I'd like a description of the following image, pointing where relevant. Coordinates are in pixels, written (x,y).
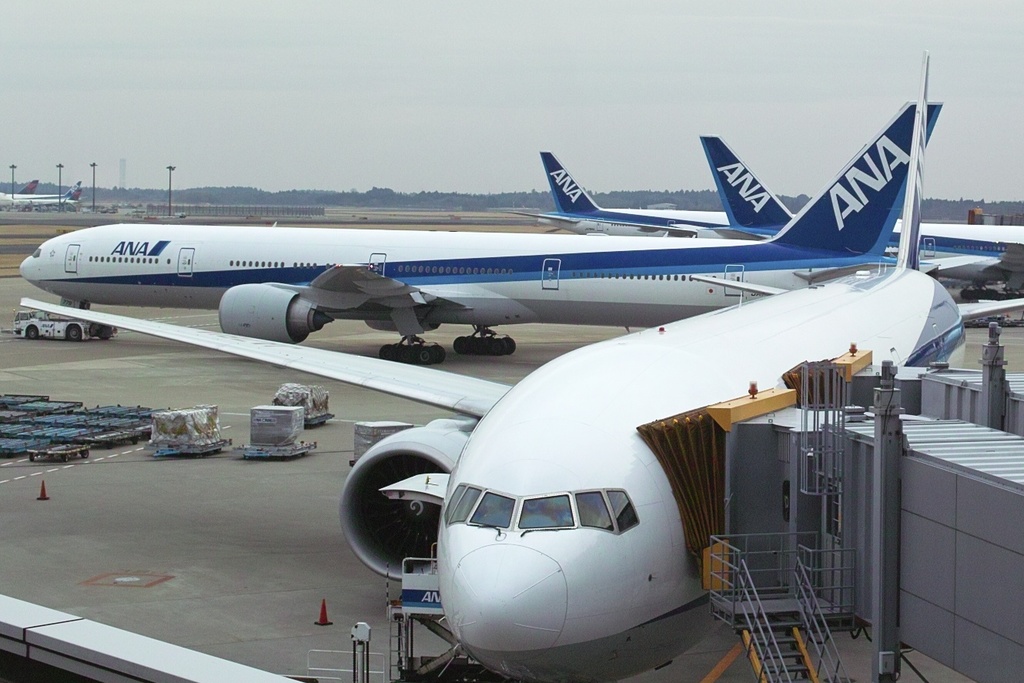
In this image I can see many aircrafts (69,258). To the right (728,584) I can see the stairs (754,587), railing (748,571) and the grey color object (883,464). To the left (199,444) I can see many trolleys (186,452) and few objects (215,423) on the trolleys (161,455). In the background (223,212) I can see many poles (14,181), railing (239,214), trees (236,189) and the sky (107,33).
